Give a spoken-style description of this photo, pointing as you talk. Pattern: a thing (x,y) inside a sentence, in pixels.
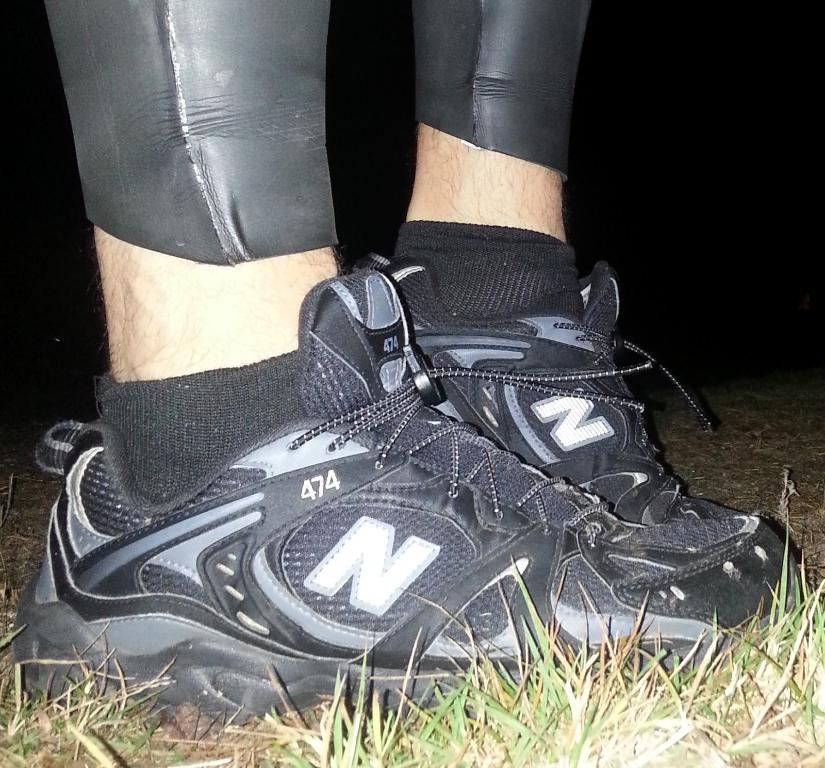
In this image I can see the legs (596,342) of a person (594,344) wearing black shoes (721,550). I can see grass (467,732) at the bottom of the image (658,684) and the background is dark.
